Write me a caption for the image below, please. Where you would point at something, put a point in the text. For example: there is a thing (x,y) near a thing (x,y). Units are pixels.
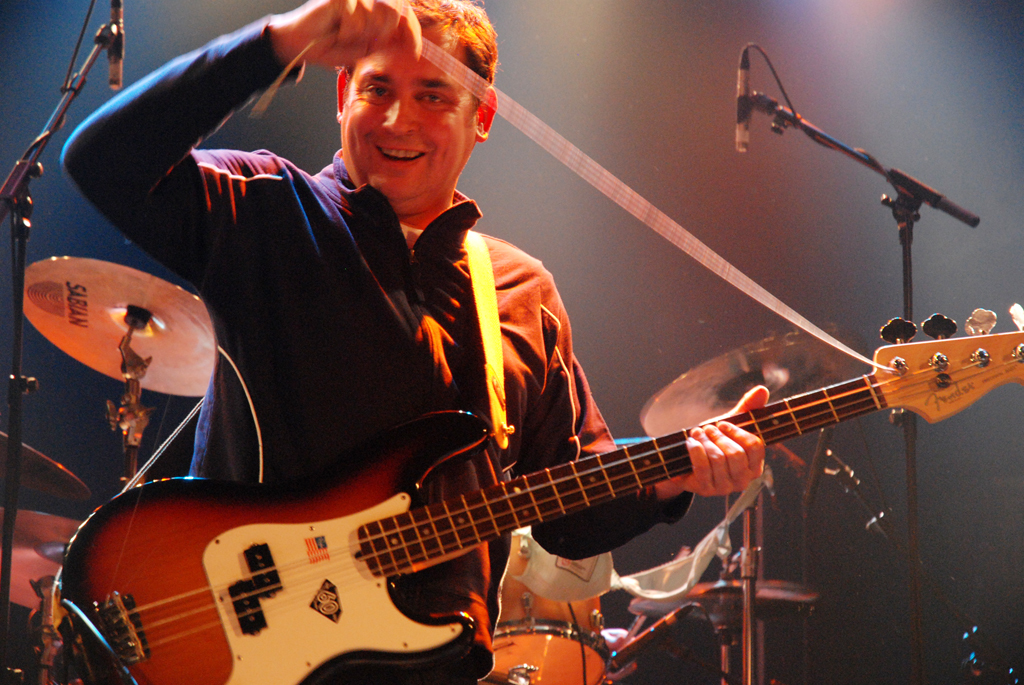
In this picture we can see a man (399,412) is holding a guitar (409,435) in the front (453,434), in the background (58,295) we can see drums (593,628), cymbals (56,282) and microphones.
